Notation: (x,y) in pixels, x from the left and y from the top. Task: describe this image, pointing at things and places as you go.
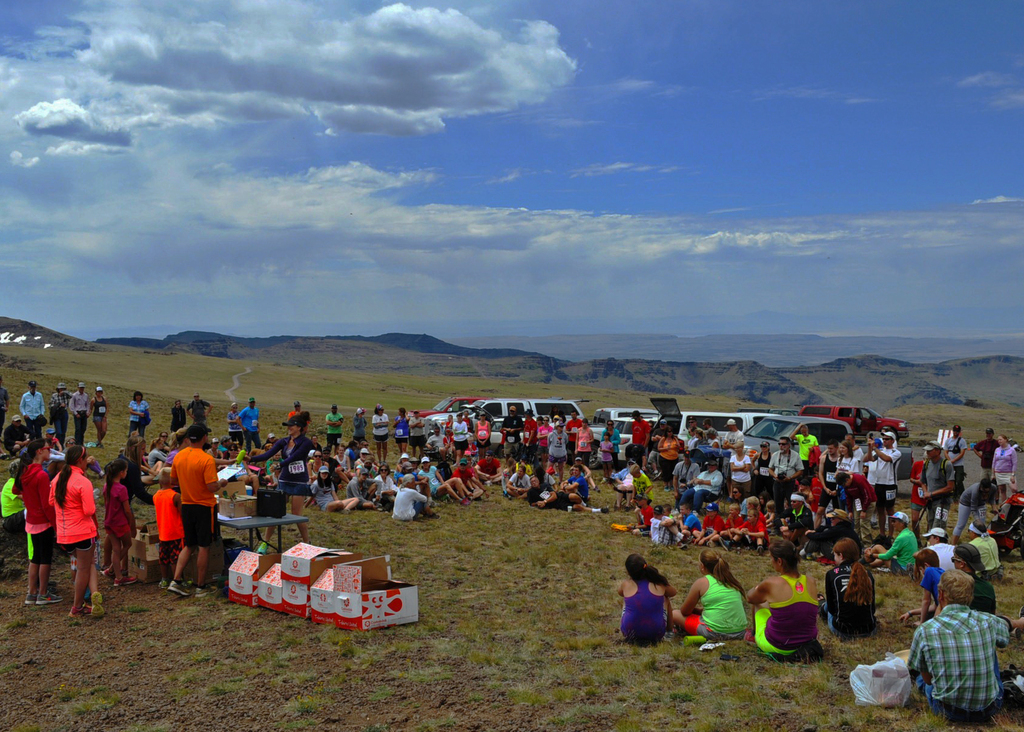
In the picture we can see a grass surface (407,662) on it, we can see many people (176,449) are sitting and some are standing behind them and we can also see some boxes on the surface (494,667) and behind the people (879,454) are we can see some cars (889,426) are parked and in the background (6,168) we can see some hills (901,398) and the sky (974,294) with clouds (445,237).
